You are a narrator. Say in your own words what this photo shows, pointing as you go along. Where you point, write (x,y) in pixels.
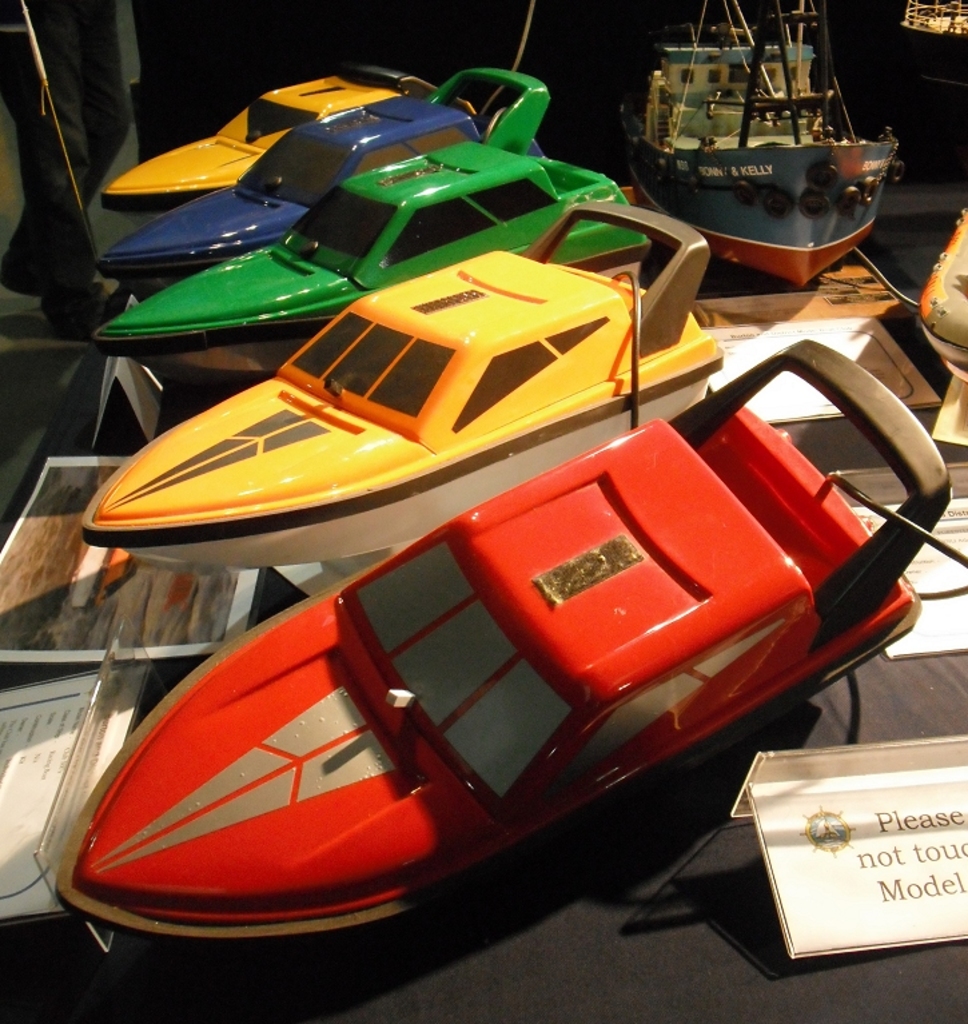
In this picture we can see different colored model boats (631,317) and ships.
